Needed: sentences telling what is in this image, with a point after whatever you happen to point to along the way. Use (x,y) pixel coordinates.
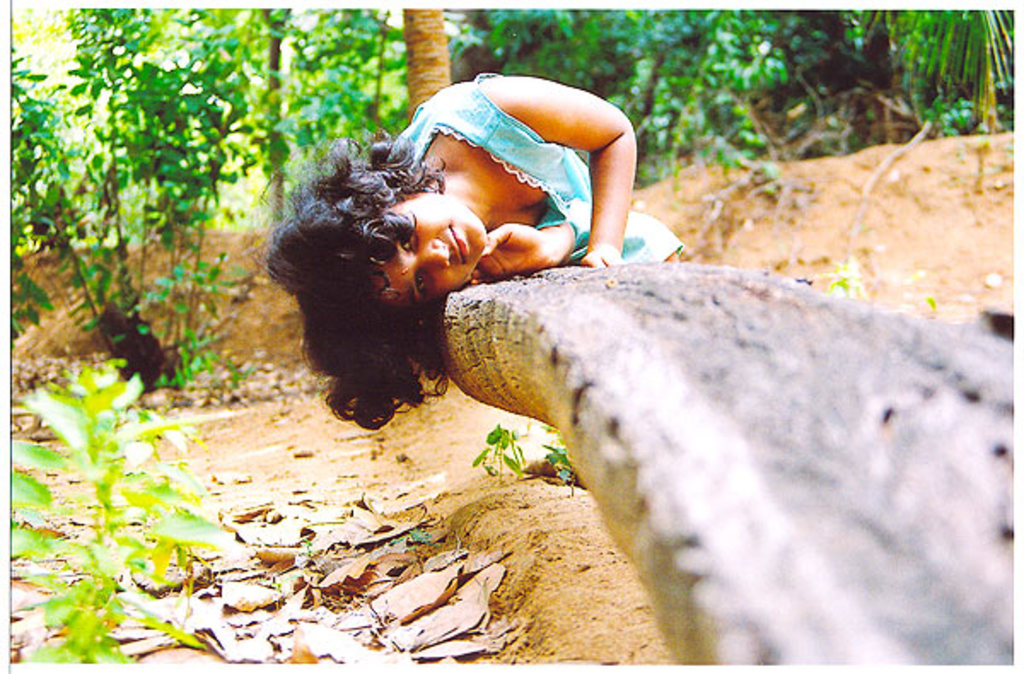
In this image there is a girl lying on the wooden trunk (786,516). On the left side of the image (153,434) there is a plant (112,574). In the background of the image (212,78) there are trees (520,32).
